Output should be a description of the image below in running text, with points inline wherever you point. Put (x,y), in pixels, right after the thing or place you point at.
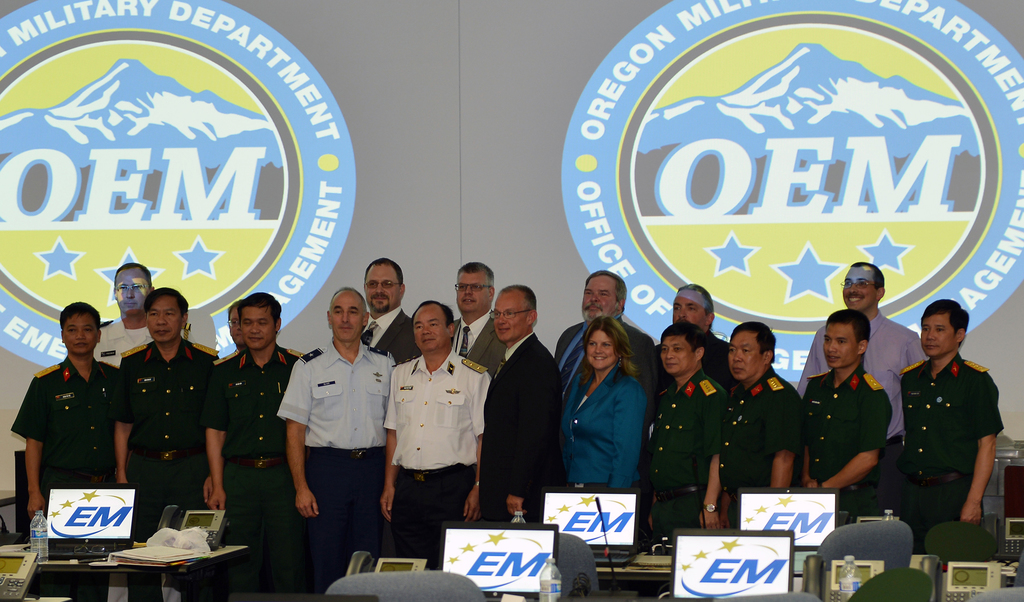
In the foreground of the picture (707,533) there are laptops (134,509), mics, files (183,552), telephones (963,562), bottles (33,532), chairs (438,592) and many other objects (177,536). In the center of the picture (601,394) there are people (374,357) standing. In the background (316,214) it is wall (473,124), on the wall (409,133) there is text (70,207) from a projector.
